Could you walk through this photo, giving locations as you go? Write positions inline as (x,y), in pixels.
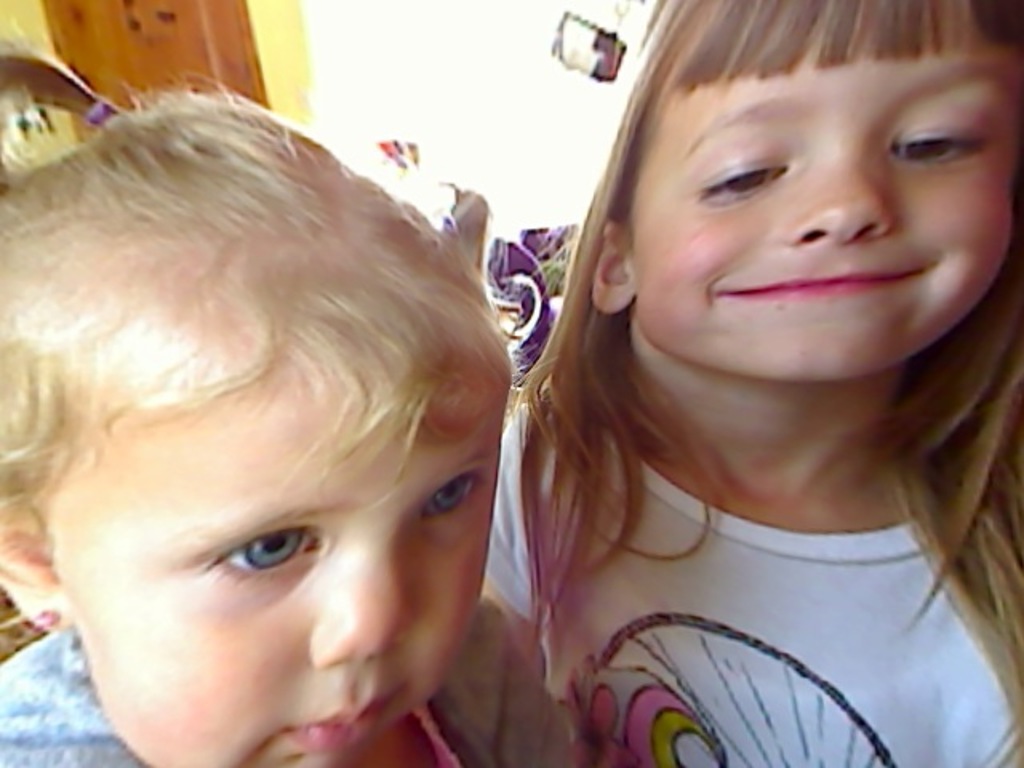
In this picture we can see two girls (555,355) one smiling and in the background (222,2) we can see some objects (235,7) and it is blurry.
